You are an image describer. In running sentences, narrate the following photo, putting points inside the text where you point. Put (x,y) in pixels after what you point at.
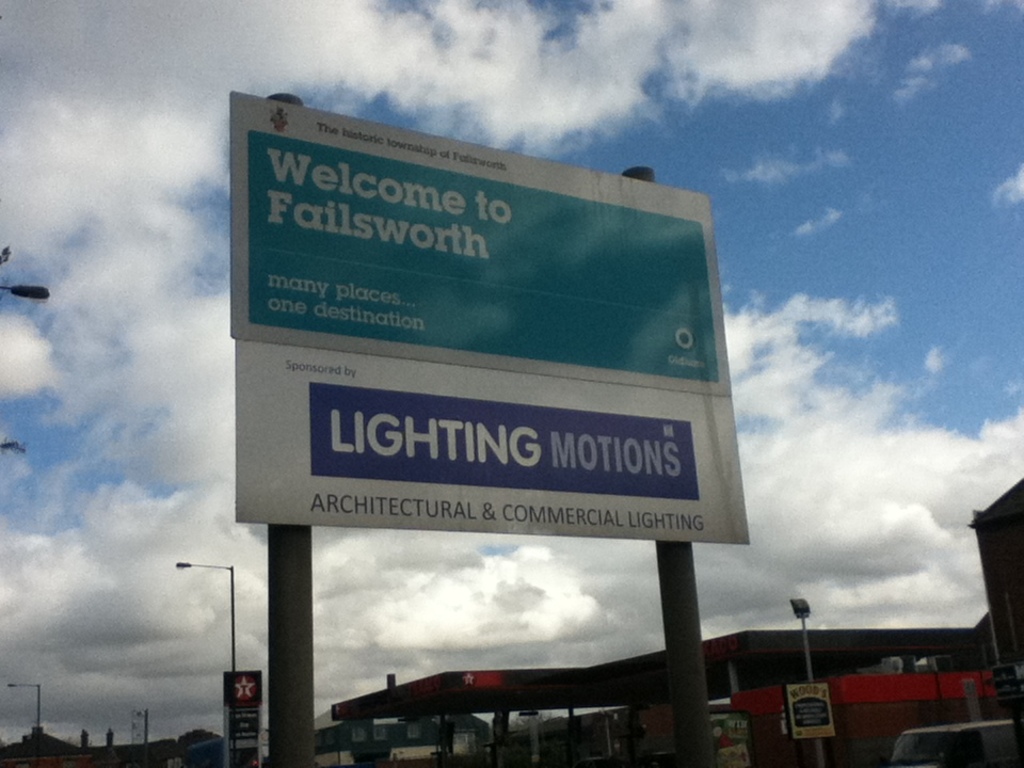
Here in this picture we can see a board (390,274) present on the poles (308,621) over there and we can also see banners (807,706), hoarding (801,720), light posts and buildings (622,685) here and there and we can see the sky (157,707) is partly covered with clouds (152,345) over there.
